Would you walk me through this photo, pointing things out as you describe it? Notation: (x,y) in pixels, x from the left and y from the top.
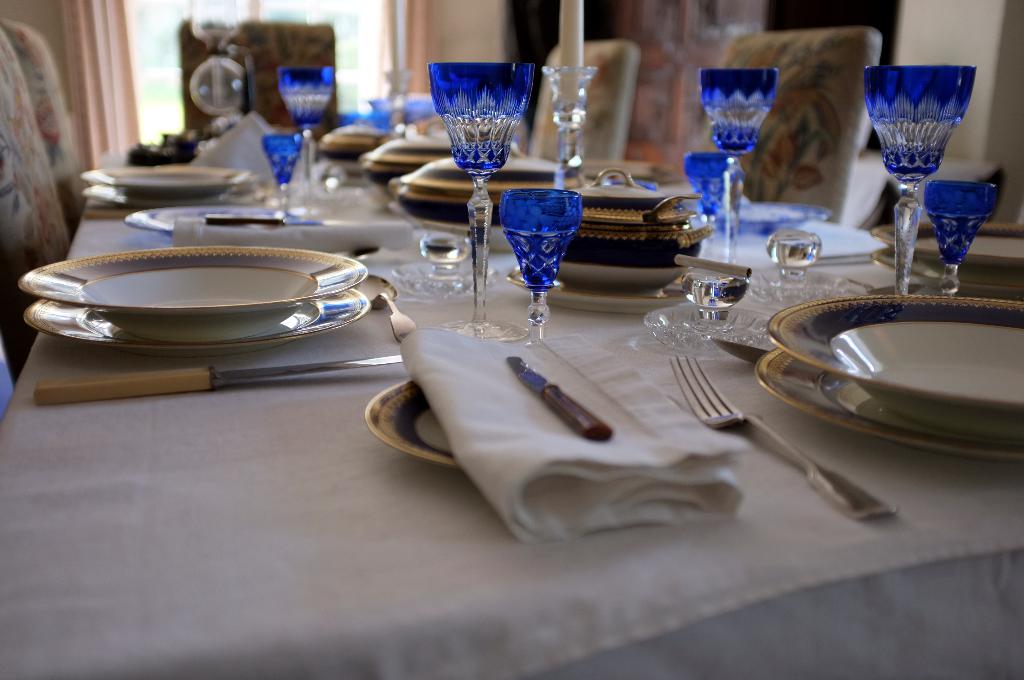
The dining table (185,368) consists of blue glasses (539,228), plates (248,275), fork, knife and a group of chairs (65,230) around the table (51,643).
